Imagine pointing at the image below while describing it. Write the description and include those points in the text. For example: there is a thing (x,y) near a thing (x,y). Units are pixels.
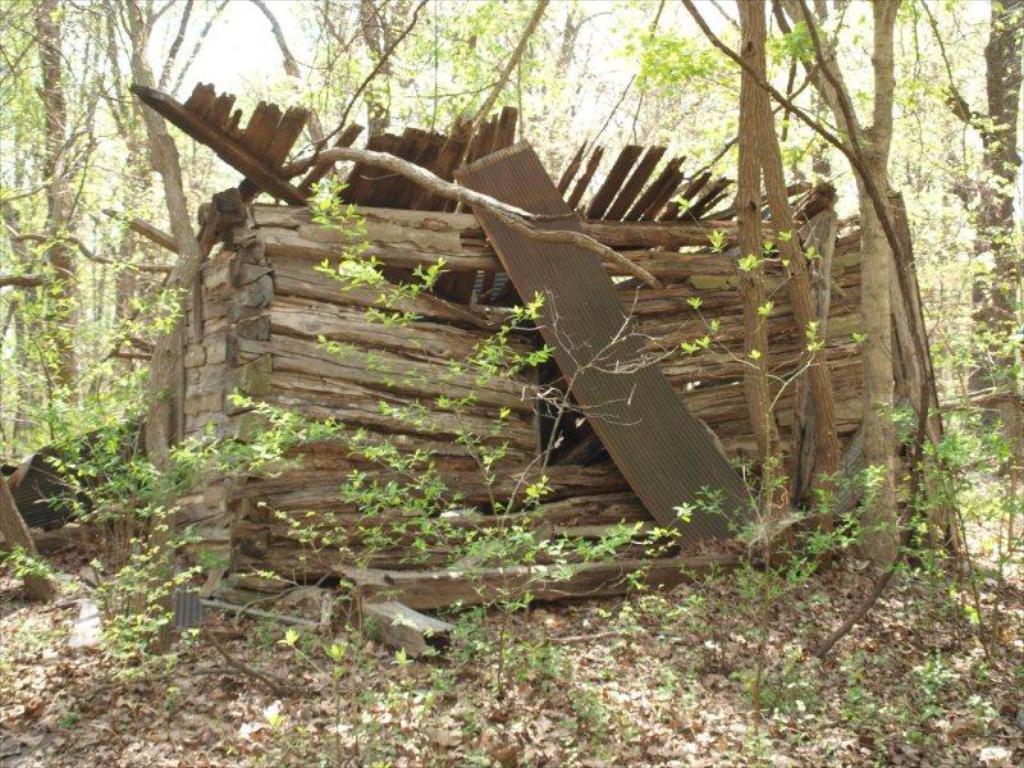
In the center of the image (401,484) we can see group of wood logs (452,494), metal sheet (552,277) and some plants (99,566). In the background (11,27), we can see a group of trees (32,194) and sky (244,56).
